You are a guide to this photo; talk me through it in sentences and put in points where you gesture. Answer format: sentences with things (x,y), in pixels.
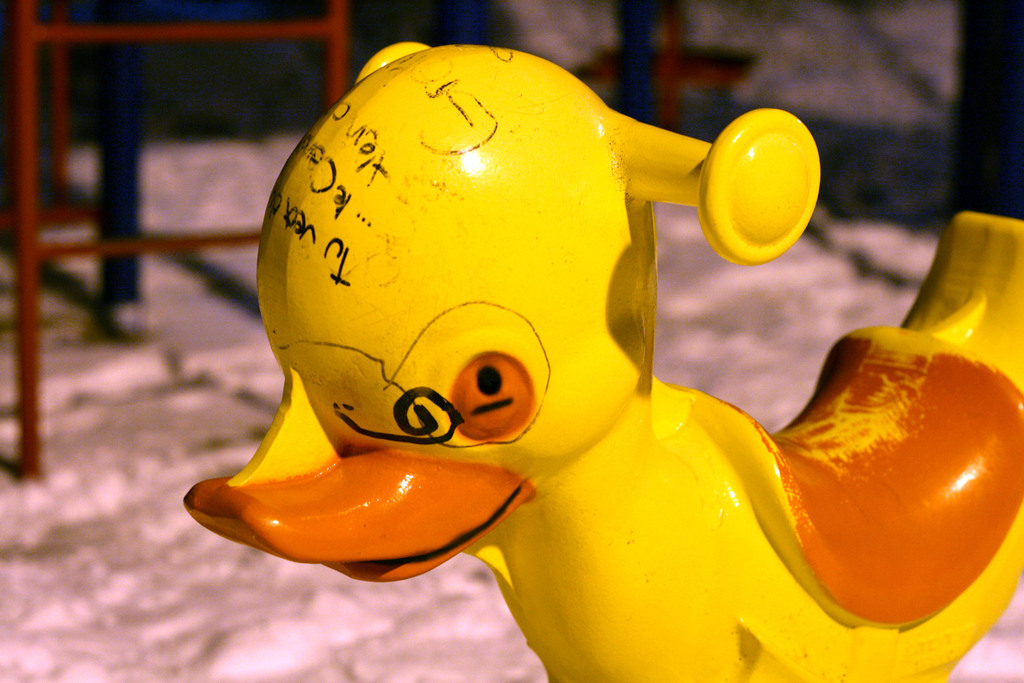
In the center of the image (468,348) there is a toy (713,502) on the ground (432,620). In the background (666,271) we can see poles (55,64) and snow (536,39).
